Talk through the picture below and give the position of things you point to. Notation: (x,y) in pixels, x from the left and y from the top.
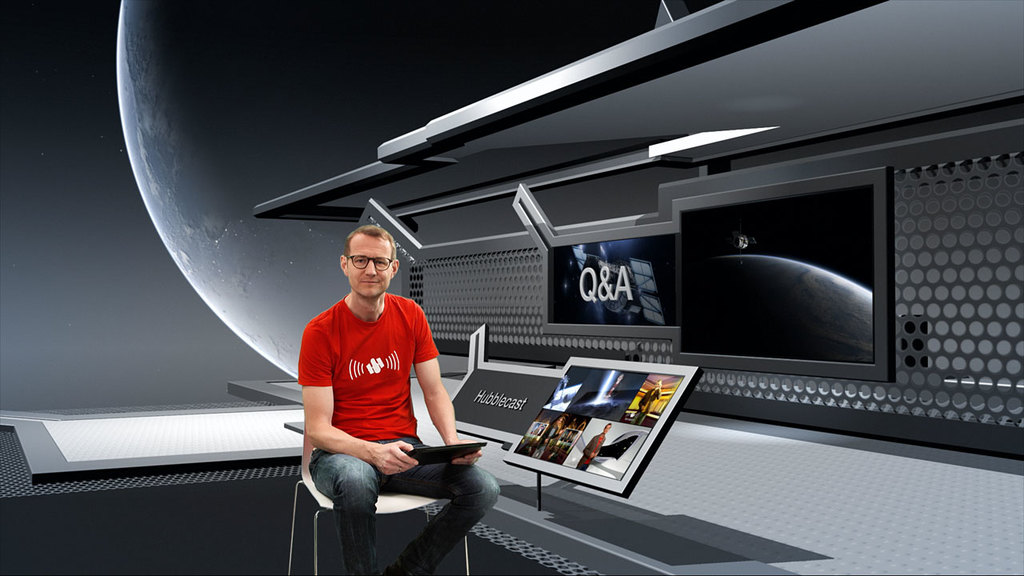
This picture is an animated picture. In the center (357,238), there is a person (389,369) sitting on the chair (415,506). He is wearing a red t shirt (356,376) and grey jeans (431,482) and he is holding something. Beside him, there is a screen (570,387) with people (553,424). In the background (241,172) there is a planet (294,115).
